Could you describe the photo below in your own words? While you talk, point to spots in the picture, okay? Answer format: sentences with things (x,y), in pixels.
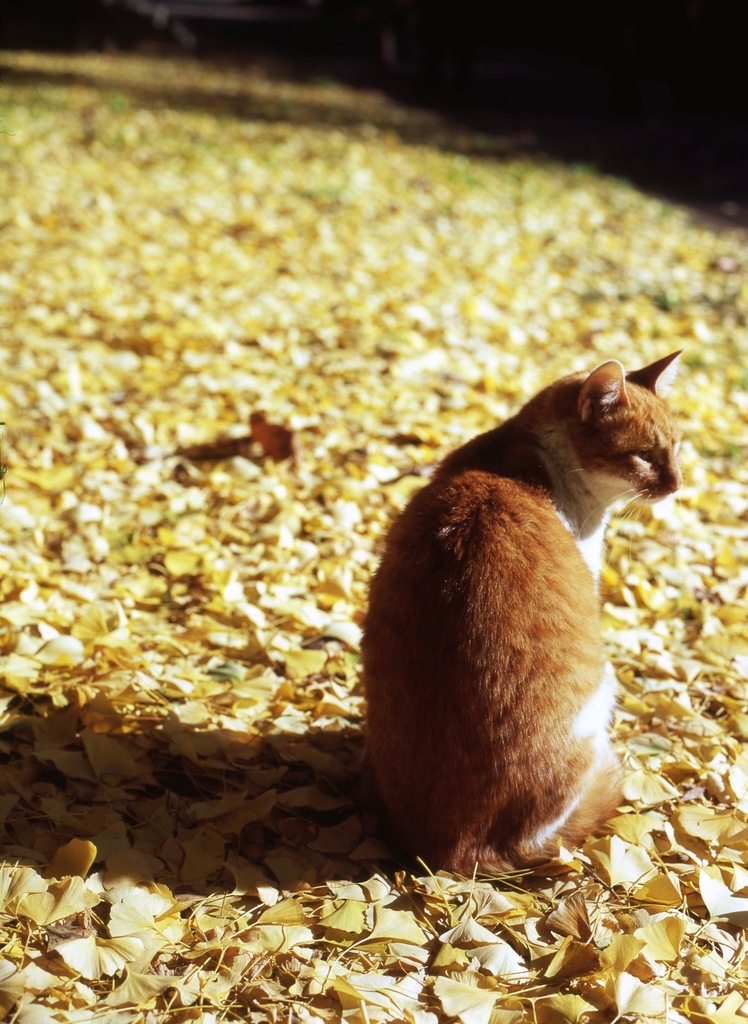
In this image there is a cat (426,545) sitting on the leaves (596,306).
